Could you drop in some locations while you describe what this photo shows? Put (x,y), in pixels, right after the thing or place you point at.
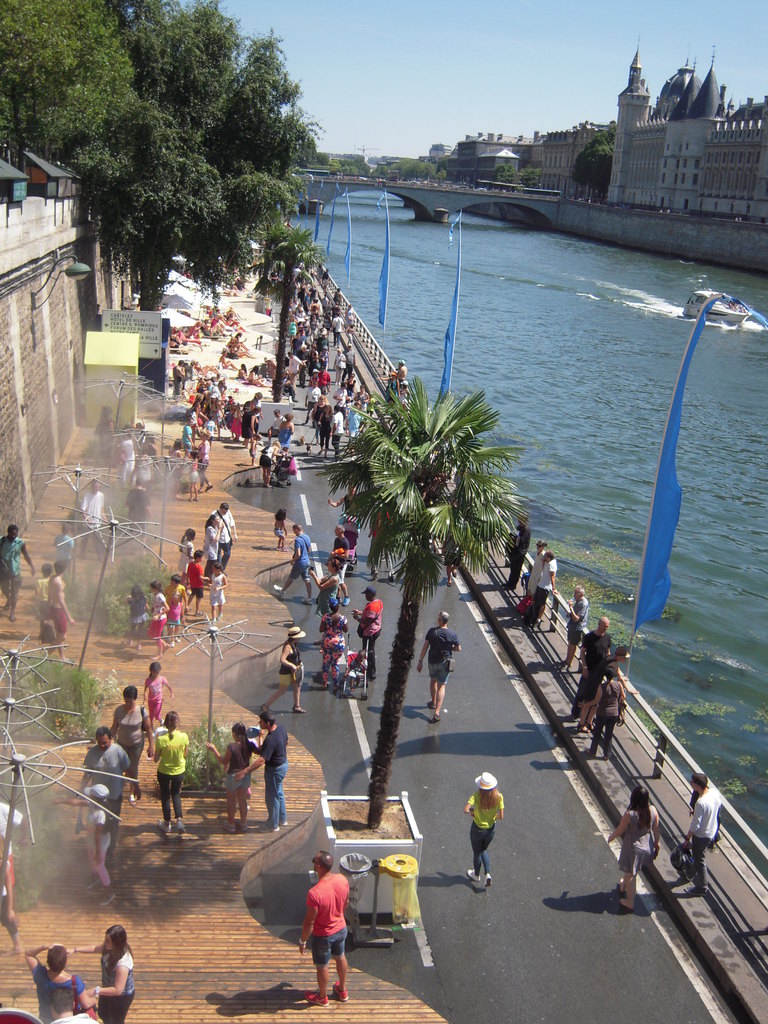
In the center of the image (338,575) we can see group of persons (485,791) walking on the road (457,810). On the right side of the image (550,159) there are buildings (482,157), water (553,299), road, bridge (461,198) and flags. On the left side of the image (179,157) there is a tree (135,160), lights (52,272), wall (23,292) and buildings (13,190). In the background (319,166) there are trees (398,169) and sky (374,101).
